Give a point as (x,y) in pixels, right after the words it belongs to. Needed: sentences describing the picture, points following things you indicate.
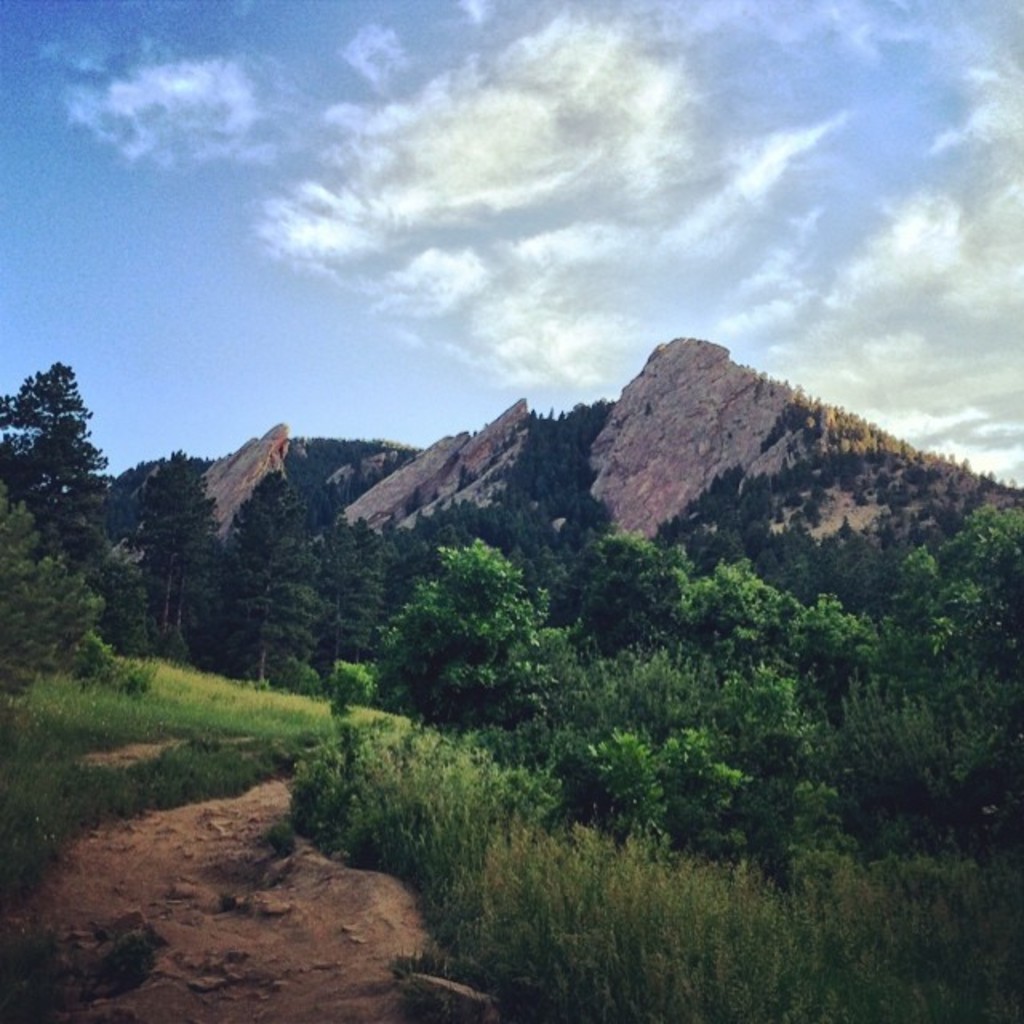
In this image we can see a group of trees (618,631), plants (563,808), some grass (227,788) and a pathway (216,848). On the backside (511,223) we can see the mountains (613,464) and the sky (524,360) which looks cloudy.
